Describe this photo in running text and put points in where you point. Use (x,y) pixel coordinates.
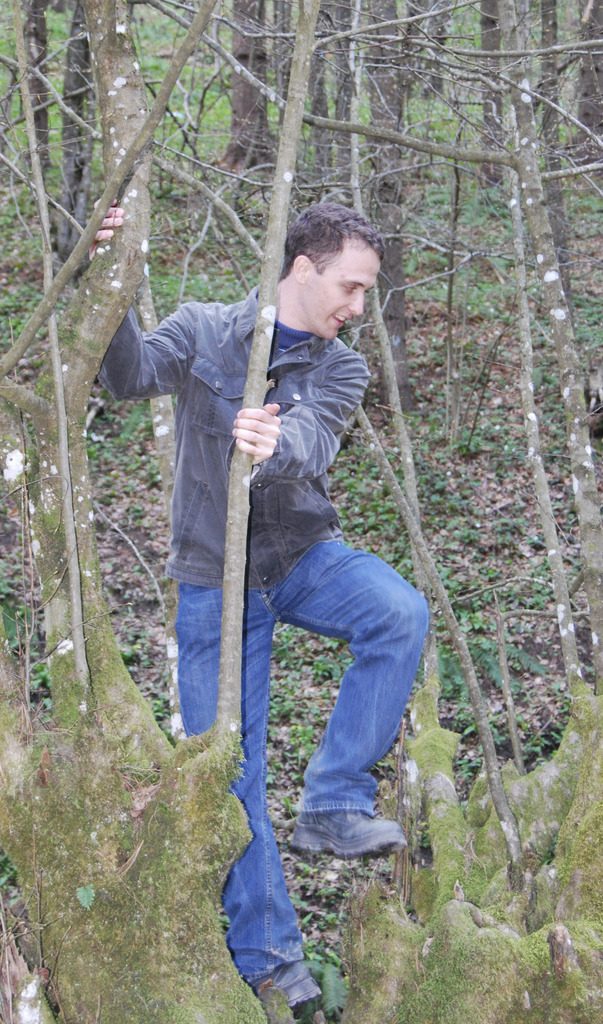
A man (273,968) is climbing the tree (360,928), he wore a coat (323,407), he is smiling. Behind him there are trees (430,647).
